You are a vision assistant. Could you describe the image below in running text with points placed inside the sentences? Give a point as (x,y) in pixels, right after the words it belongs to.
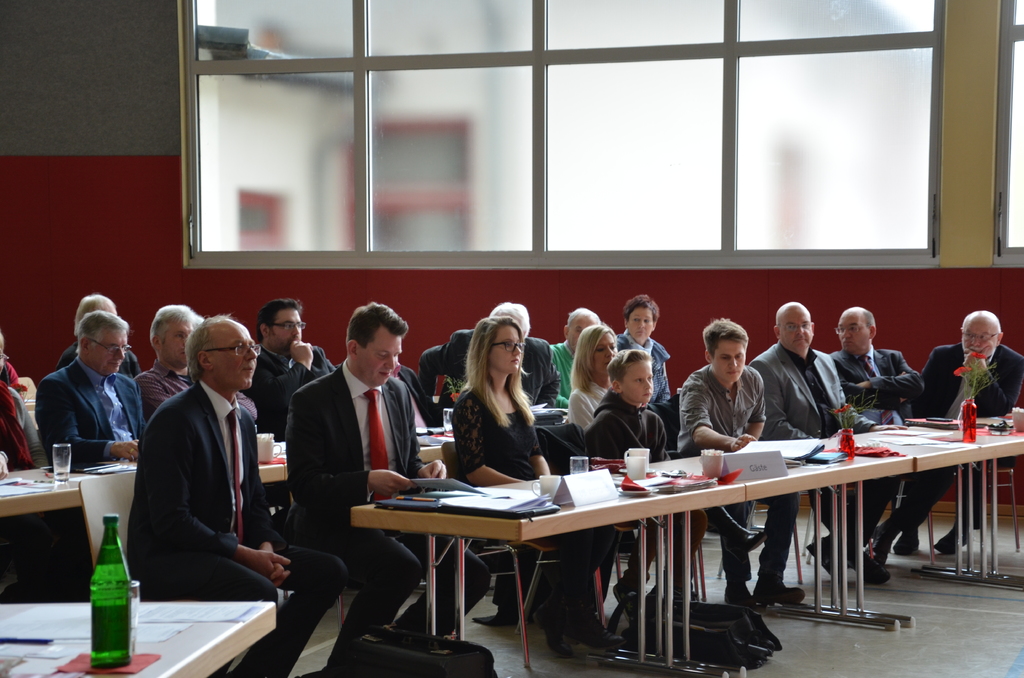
It looks like meeting room (444,561), many people (499,437) are sitting in front of the tables (595,525), on the table (894,465) there are flowers vase (964,368), cups (628,462), glasses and papers (447,487), in the background (97,94) there is a grey and red color wall (79,157) and a window (392,136) beside it.
